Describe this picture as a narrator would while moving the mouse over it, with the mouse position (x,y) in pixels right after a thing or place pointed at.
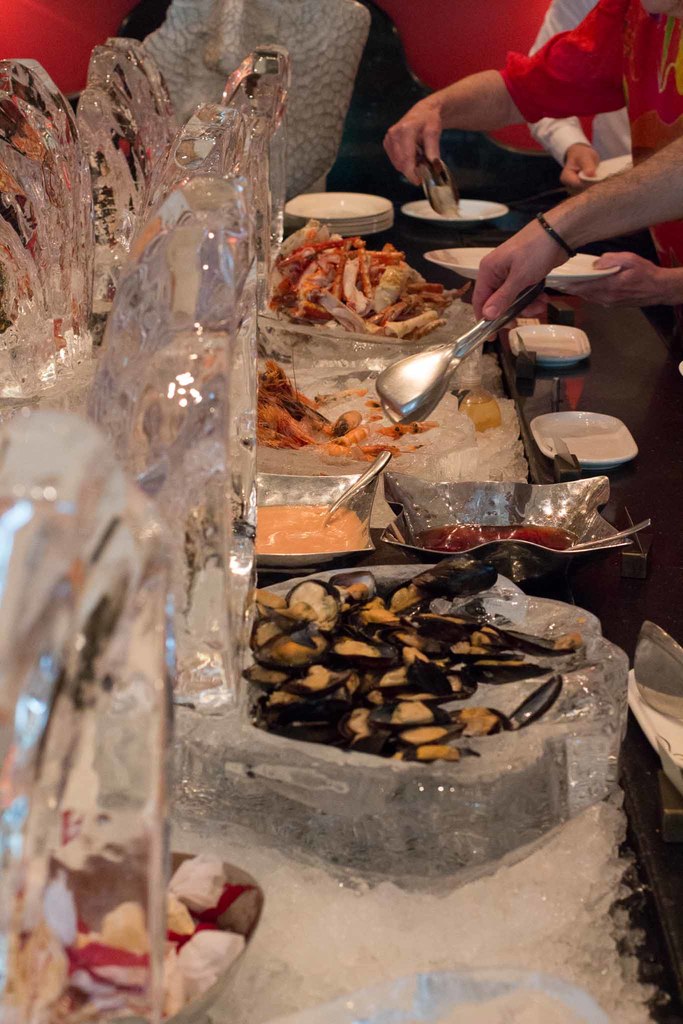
In this picture we can see a table (580,385) and on the table (446,860) there are plates (347,211), some food items (392,302) and some glass objects (160,553). On the right side of the table (579,375) there are three people (604,88) standing and holding some objects (438,191).
